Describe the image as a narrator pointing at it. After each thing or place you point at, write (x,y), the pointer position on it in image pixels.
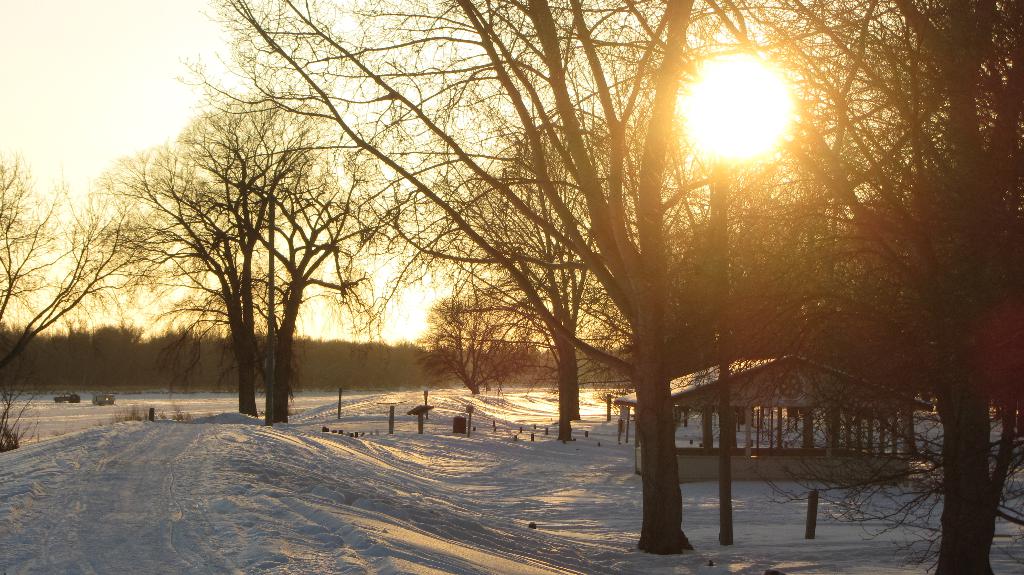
In this picture we can see a shed (748,398), snow (701,435), trees (667,440) and poles (727,365). Behind the trees (666,421) there is a sky (157,123).
